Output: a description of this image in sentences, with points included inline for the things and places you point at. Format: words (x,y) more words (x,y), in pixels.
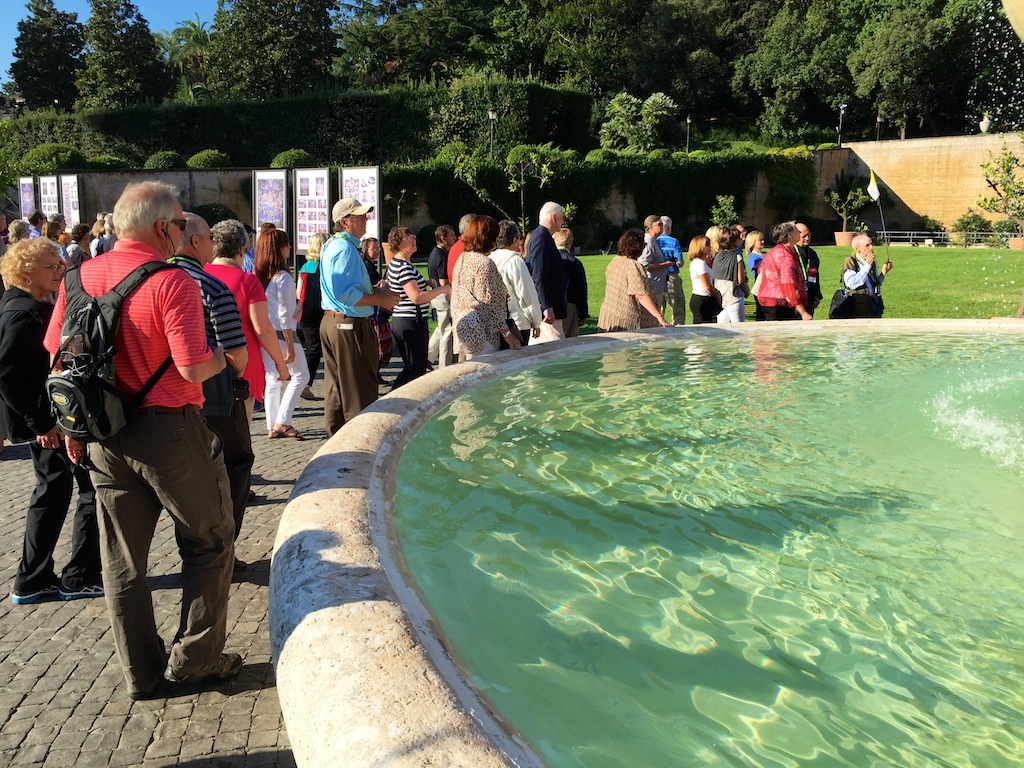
In this picture I can see a pond (668,422) on the right side (760,404) and I see the path (17,476) on which there are number of people (706,242). In the middle of this picture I see few boards (297,177) and I see the grass (951,250). In the background (265,108) I can see number of plants (149,134) and trees (105,37).
